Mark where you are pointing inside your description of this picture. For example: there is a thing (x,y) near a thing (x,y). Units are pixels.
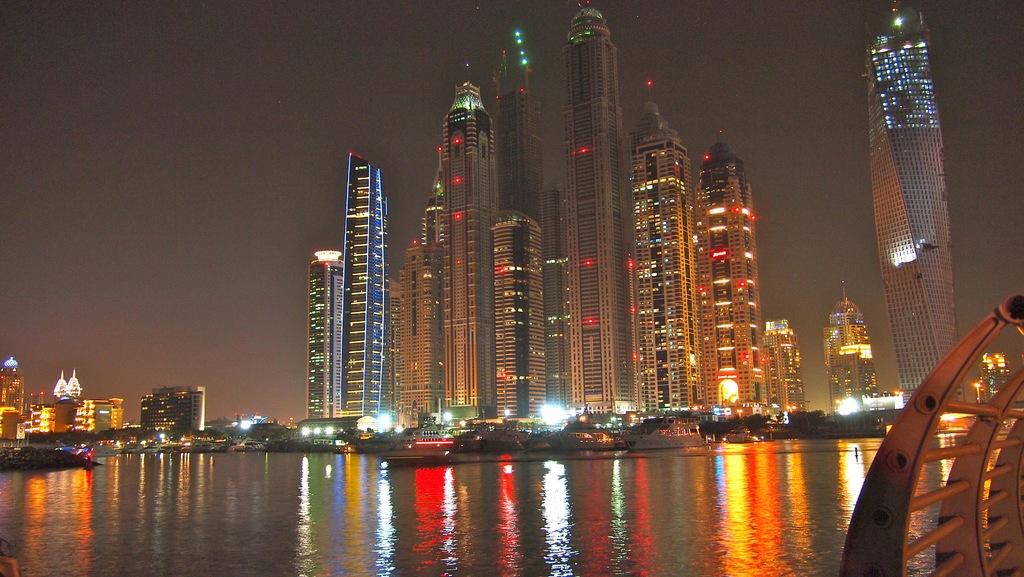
In this image, I can see the skyscrapers (480,342), buildings (460,404) and lights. There are boats (601,447) on the water (540,518). At the bottom right side of the image (872,546), I can see iron grilles (955,454). In the background (800,133), there is the sky (273,98).
